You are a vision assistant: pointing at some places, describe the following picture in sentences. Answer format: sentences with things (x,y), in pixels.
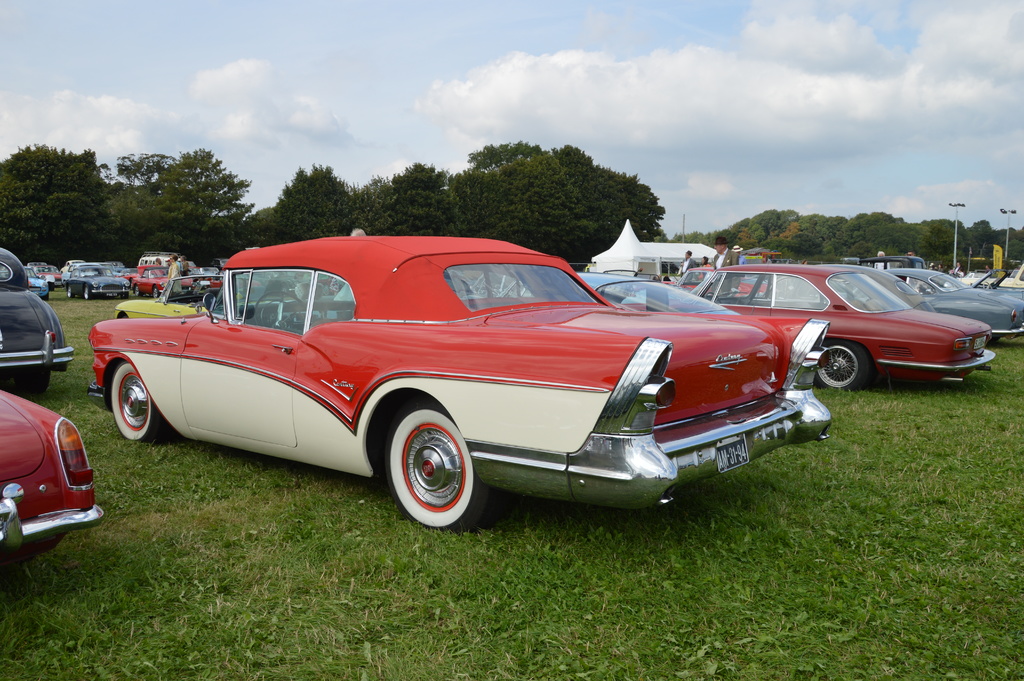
In this image there are so many vehicles (559,272) parked on the surface (298,554) of the grass (298,554), in between them there are a few people (722,262) and there is like a camp (668,243). In the background (523,234) there are trees (914,241), street lights (1009,241) and the sky (985,210).
